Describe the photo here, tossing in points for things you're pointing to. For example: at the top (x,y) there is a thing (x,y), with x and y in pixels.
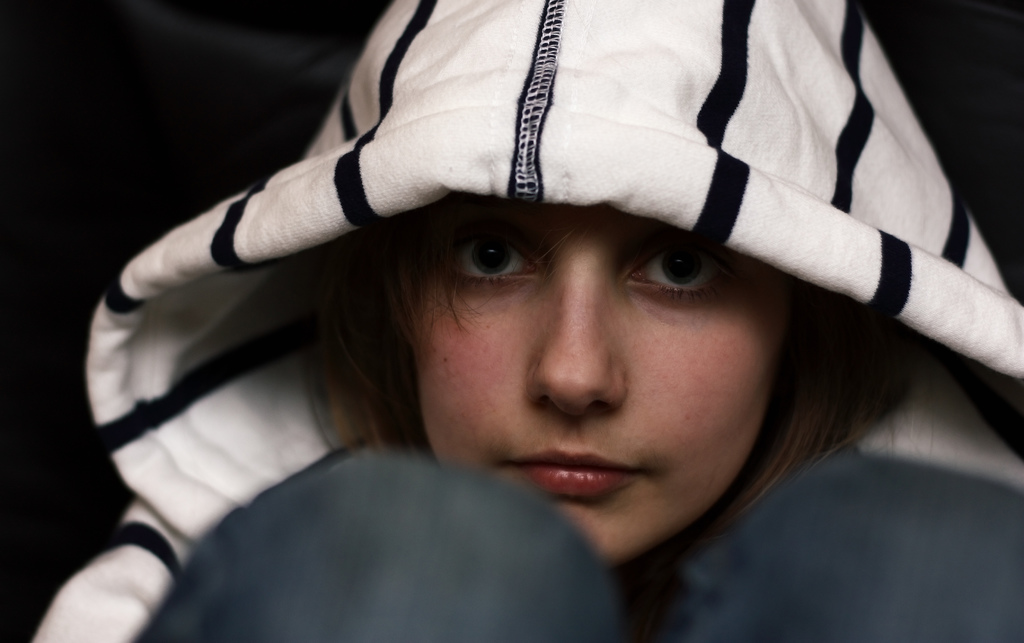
In the middle of the image (480,249) there is a person (667,473). She has worn a hoodie (347,169). In this image the background (255,69) is dark.
